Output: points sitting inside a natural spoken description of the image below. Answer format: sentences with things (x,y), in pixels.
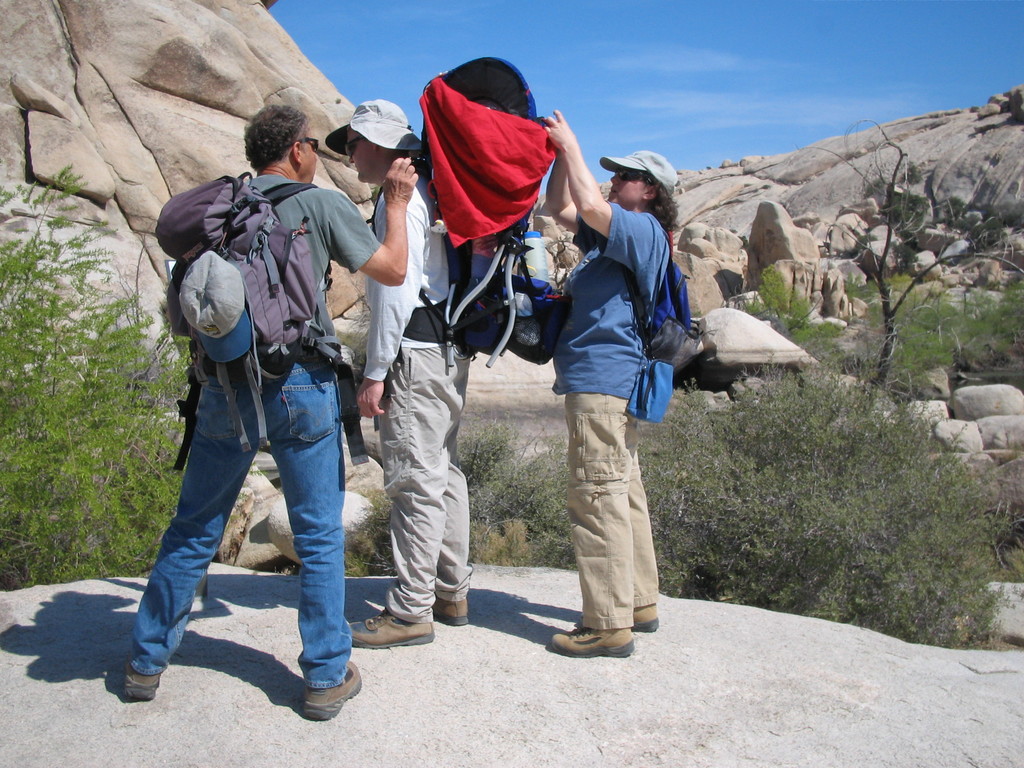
I can see in this image three people (400,329) standing on the ground (641,641), the persons (396,615) are carrying bag (521,300) and two wearing hat (383,106). I can also see there are few trees (887,294) and plants (870,405) in the background (684,391).
